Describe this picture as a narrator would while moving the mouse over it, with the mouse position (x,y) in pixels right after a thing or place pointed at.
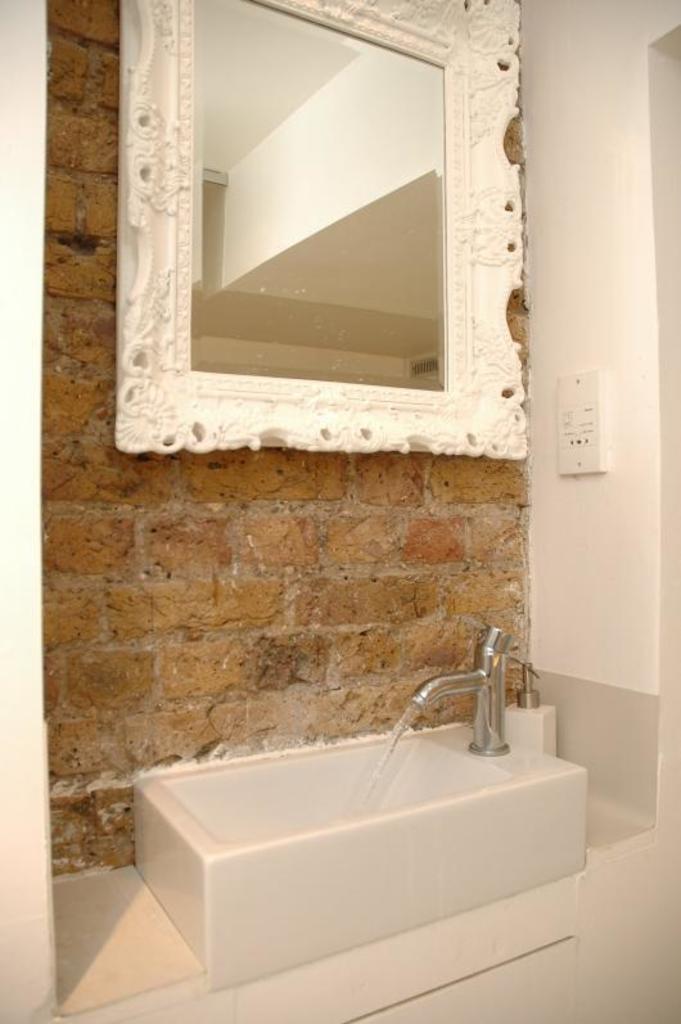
In this image, we can see a mirror (321,347) on the wall (336,548). There is tap (448,680) and sink basin (377,833) at the bottom of the image (377,889).
